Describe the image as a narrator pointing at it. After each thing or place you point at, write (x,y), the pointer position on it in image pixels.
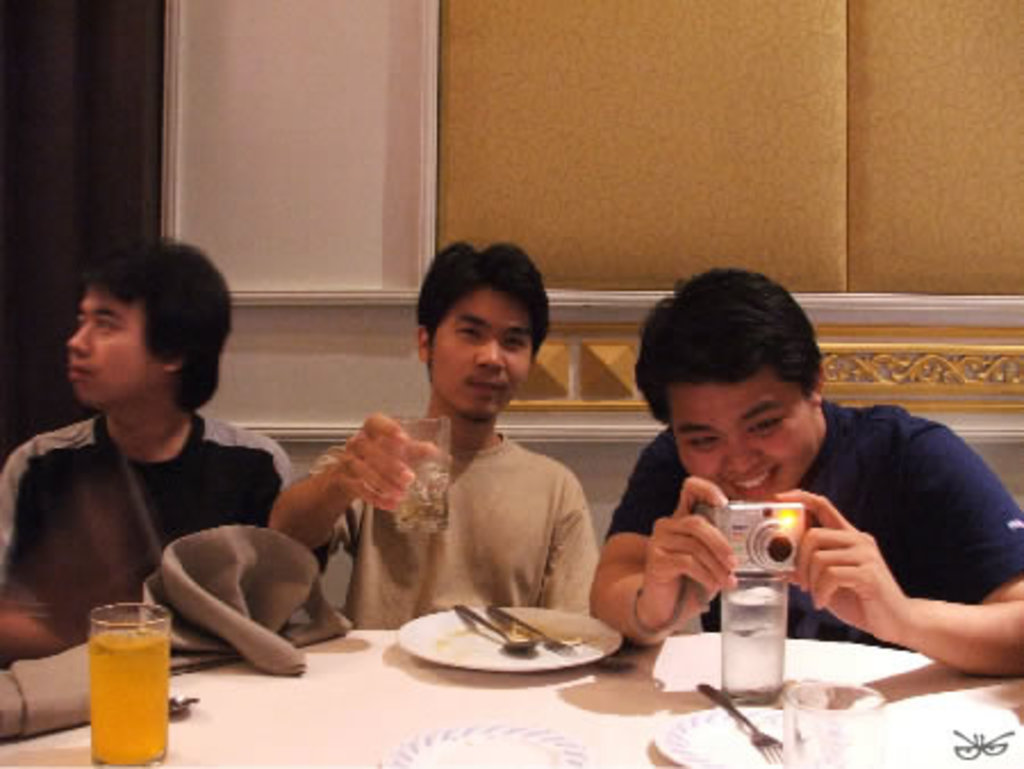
In this image In the middle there is a table (375,699) on that glass (149,695), spoon (189,700), plate (507,661) and fork (773,740). On the right (748,456) there is a man (831,487) he is smiling he hold a camera (758,543). In the middle (455,358) there is a man (473,467) he is holding a glass (423,493). On the left (139,442) there is a man (133,470) he wear t shirt (134,507).
